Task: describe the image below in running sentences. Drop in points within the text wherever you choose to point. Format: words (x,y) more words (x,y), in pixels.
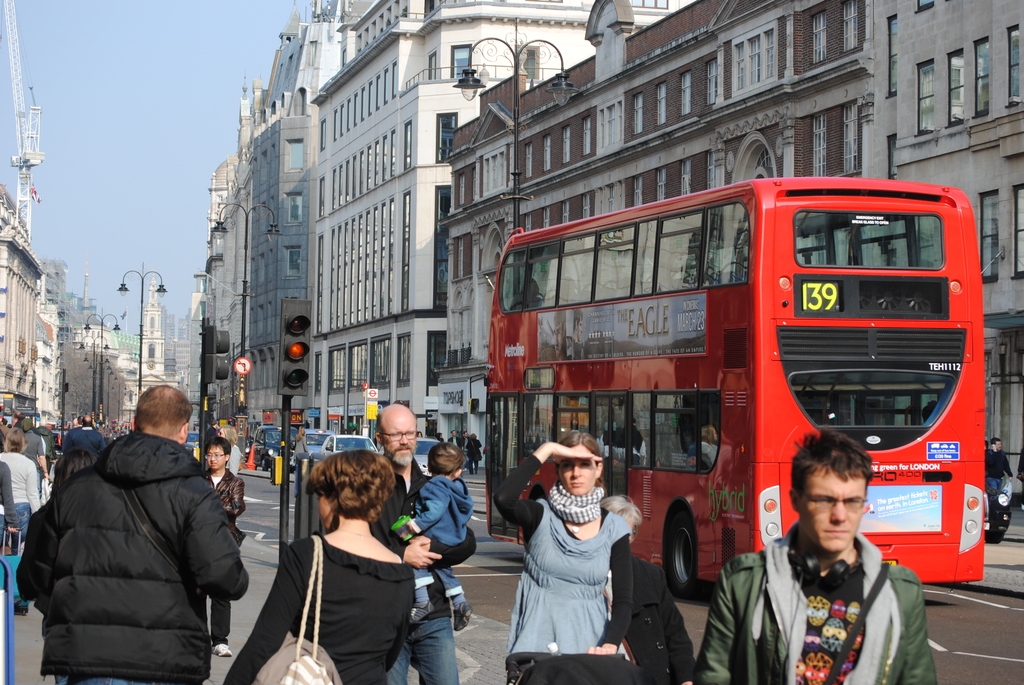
In the center of the image (636,385) we can see a bus (652,449) and cars (341,439) on the road (683,614). There are people (182,523). In the background (21,373) there are poles (101,370) and buildings (439,170). There are traffic lights (202,383) and sign boards (244,358). At the top (172,47) there is sky (210,59).
